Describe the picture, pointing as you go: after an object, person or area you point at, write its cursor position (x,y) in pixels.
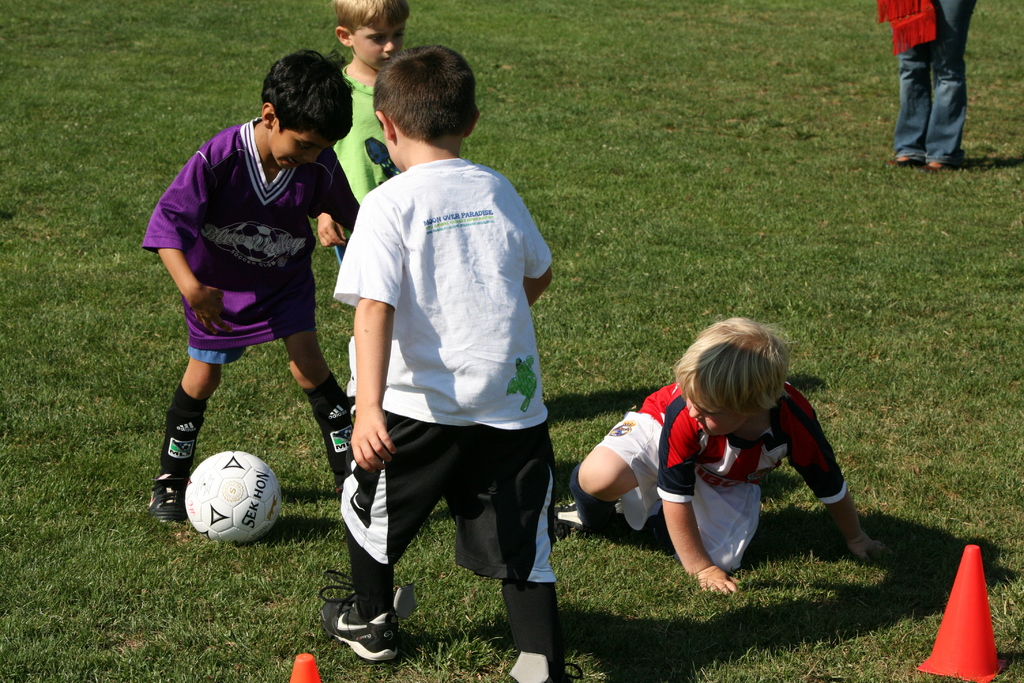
Grass (897,268) is in green color. These kids (430,77) are standing on grass (140,506). In-front of this kid (263,178) there is a ball (226,483). This is a cone (967,624) in red color.
